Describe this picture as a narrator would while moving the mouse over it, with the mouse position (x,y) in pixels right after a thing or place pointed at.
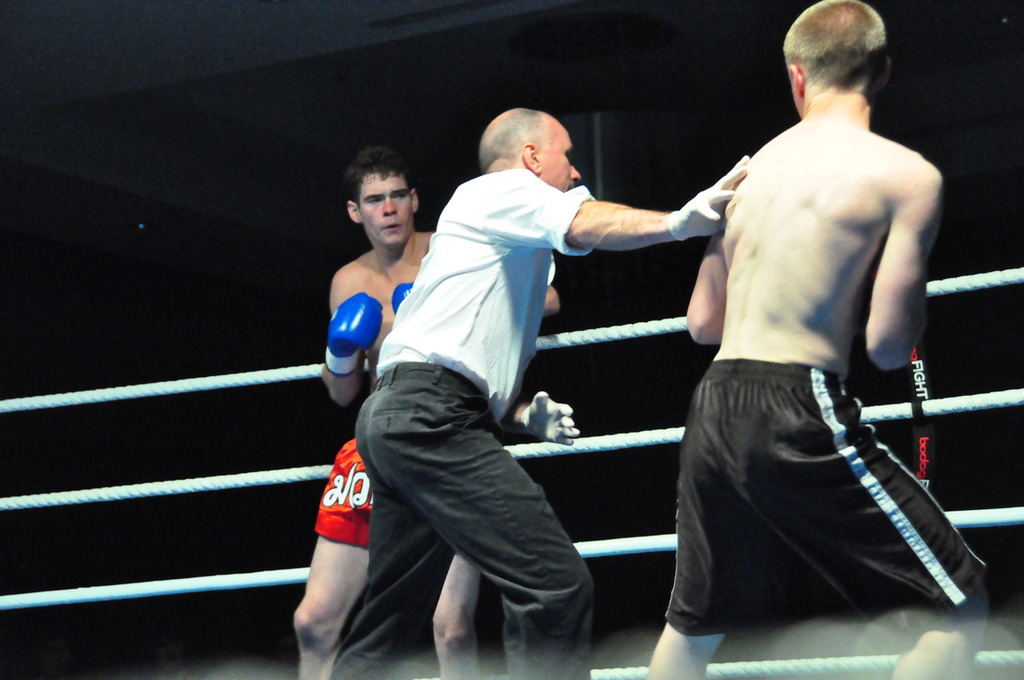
In this image there are three persons (482,363) are standing as we can see in middle of this image (542,439). The middle person (507,337) is wearing white color shirt (490,280) and left side person (346,331) is wearing gloves (355,354) and there is a rope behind to these persons (456,359).
